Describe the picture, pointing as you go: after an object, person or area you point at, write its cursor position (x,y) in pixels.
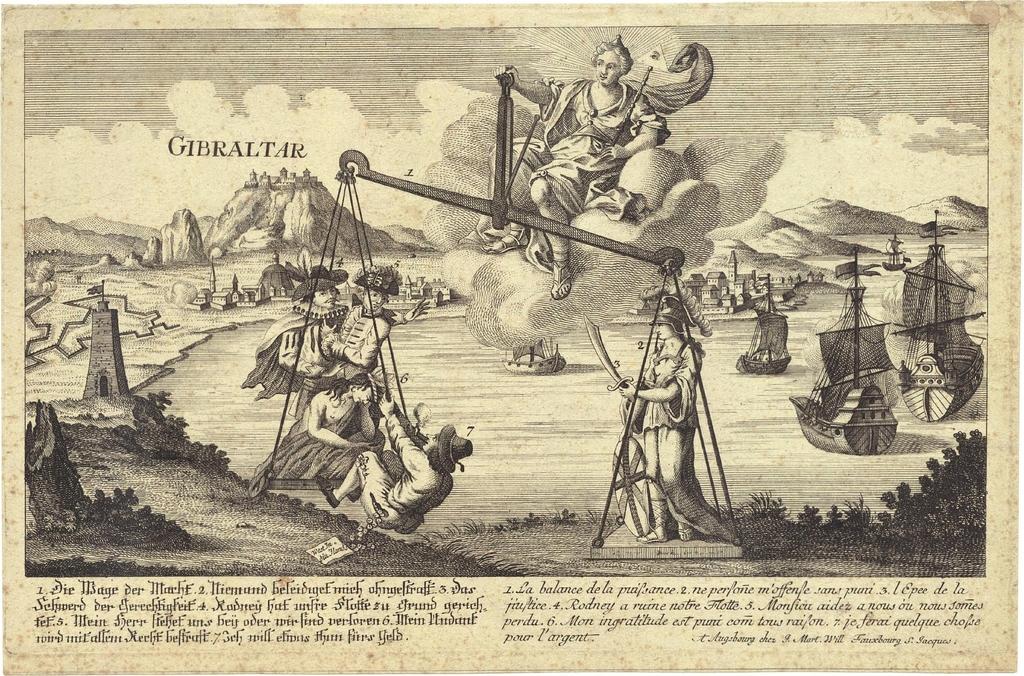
In this picture I can see the text (635,615) at the bottom (635,615), in the middle (504,233) a girl (614,194) is balancing the weights (669,261). In the background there are hills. At the top (390,132) there is the sky (385,132).
